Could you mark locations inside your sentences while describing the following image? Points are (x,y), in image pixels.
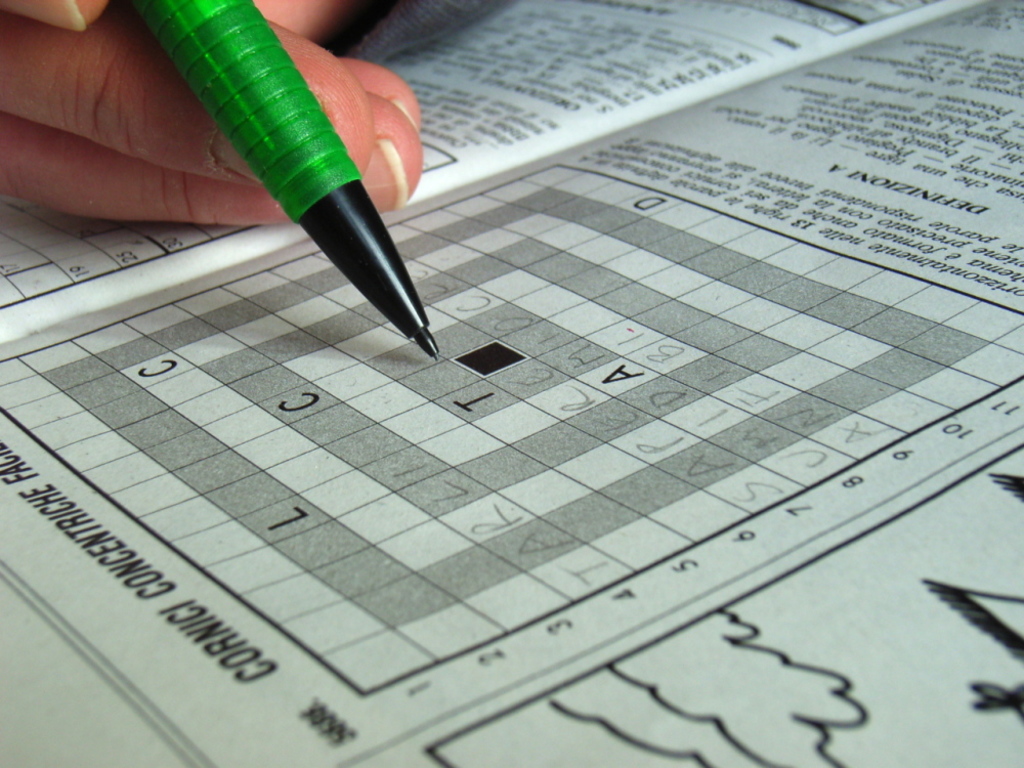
This image consists of a person (294,50) holding a pencil (227,115) and doing a puzzle (487,467) in the newspaper (350,450). At the bottom (130,603), there is a newspaper (91,620) on the table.
